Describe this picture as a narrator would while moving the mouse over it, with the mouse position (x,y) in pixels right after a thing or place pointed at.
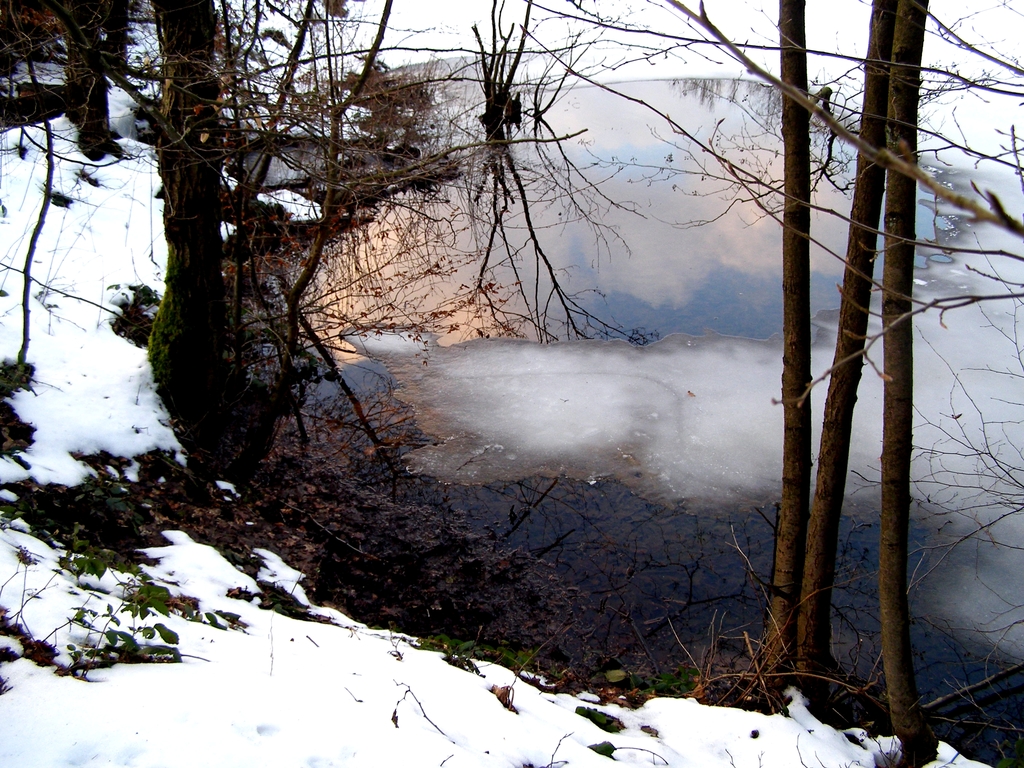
In this picture we see a place (486,681) covered with snow (81,766) and trees (483,62).
